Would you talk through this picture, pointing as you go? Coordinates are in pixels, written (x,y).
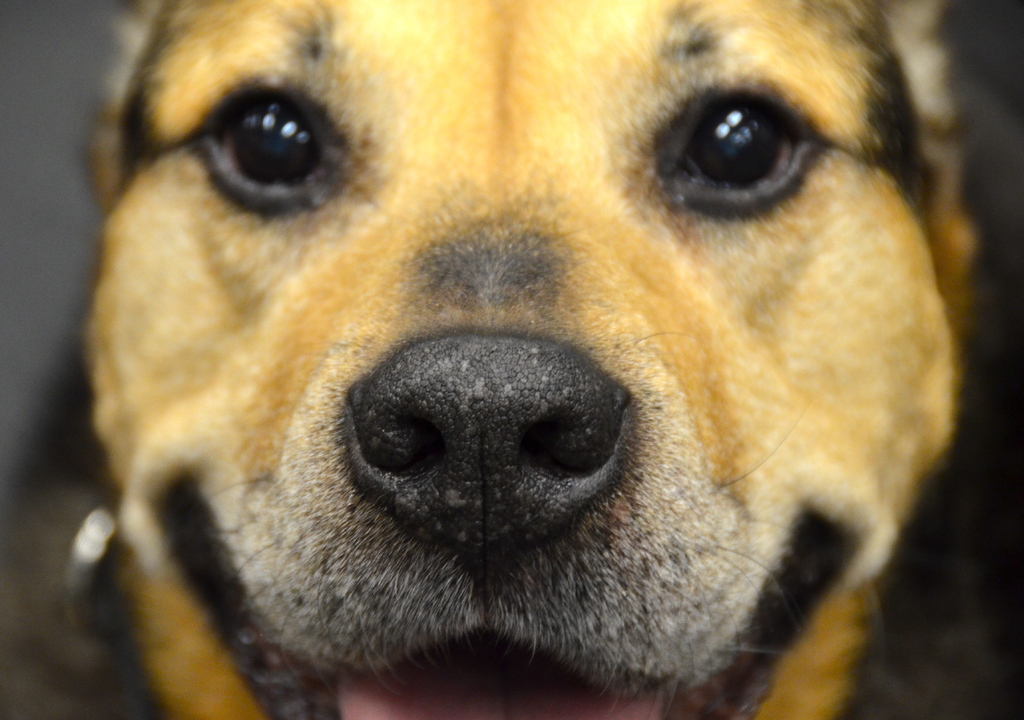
In this picture there is a dog (569,44) in the center of the image (679,340), it is brown and black in color.
